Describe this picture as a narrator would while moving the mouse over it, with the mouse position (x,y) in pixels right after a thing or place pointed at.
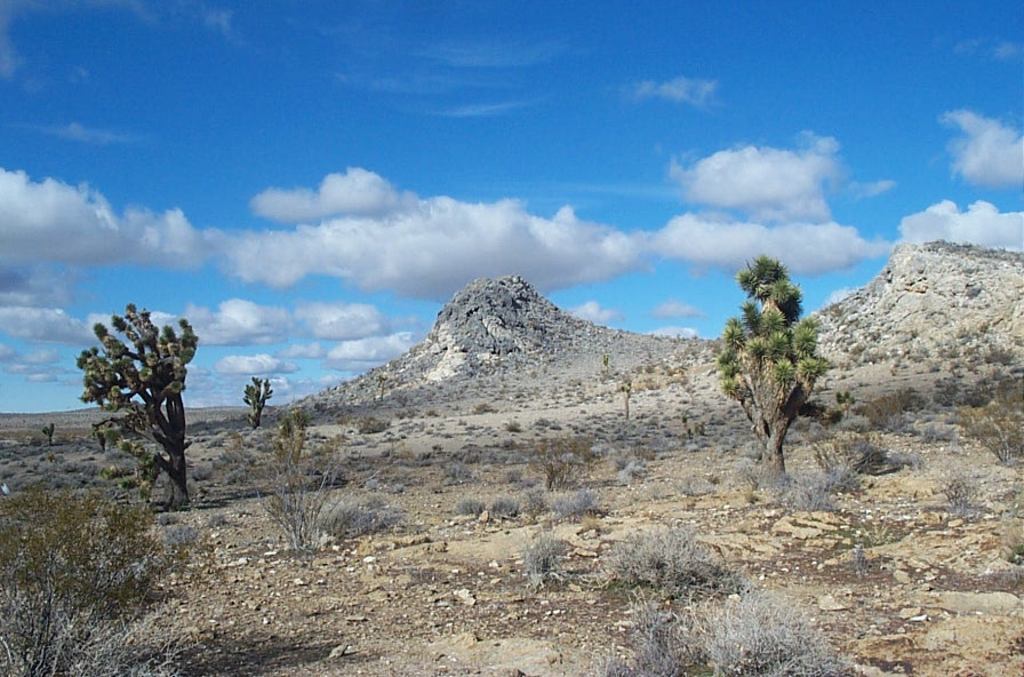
In this image we can see sky (406,259) with clouds (450,284), hills (424,376), trees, plants (337,519), rocks (801,537) and shrubs (553,554).
